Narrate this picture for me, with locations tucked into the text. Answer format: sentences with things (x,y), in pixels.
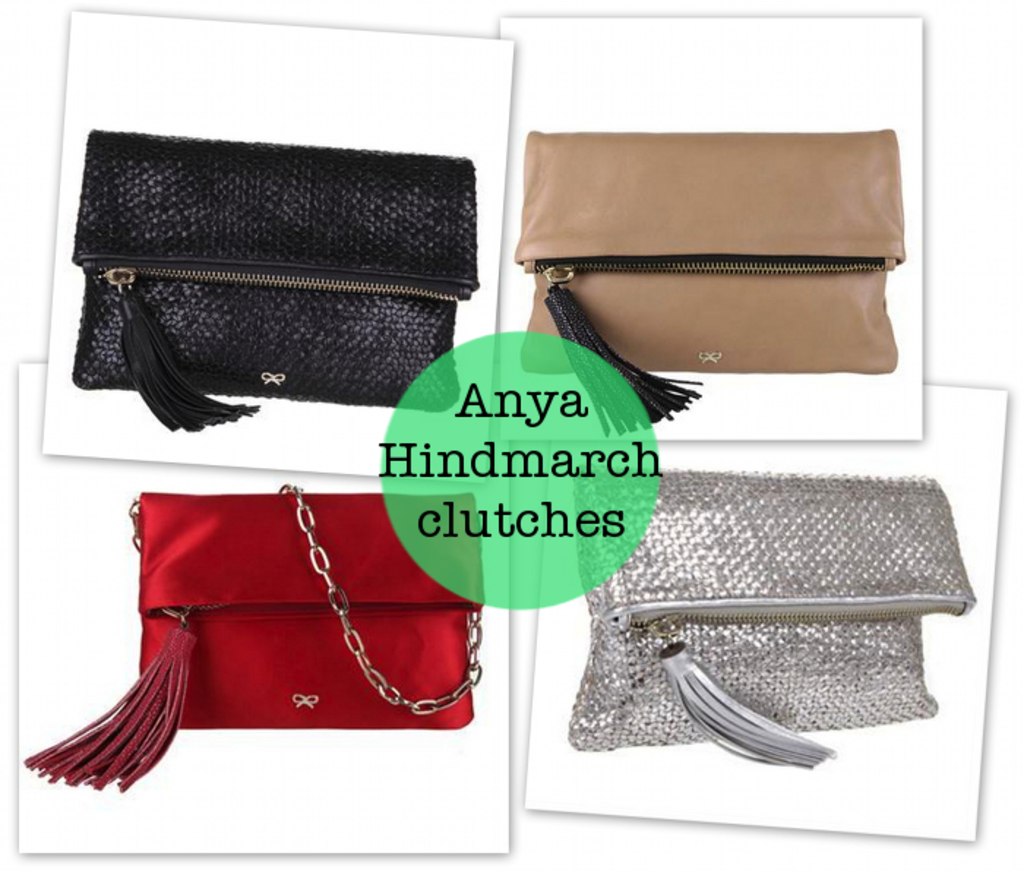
The picture is a collage of four images. In the center of the picture (517,500) there is some text (531,513). The picture has four handbags (324,286). The handbags (369,521) are of different colors. At the top (375,259) to the left there is a black bag (257,288). At the bottom (329,604) there are red and silver color bags (619,604). At the top (402,209) to the left it is black, to the right (744,317) it is brown.
